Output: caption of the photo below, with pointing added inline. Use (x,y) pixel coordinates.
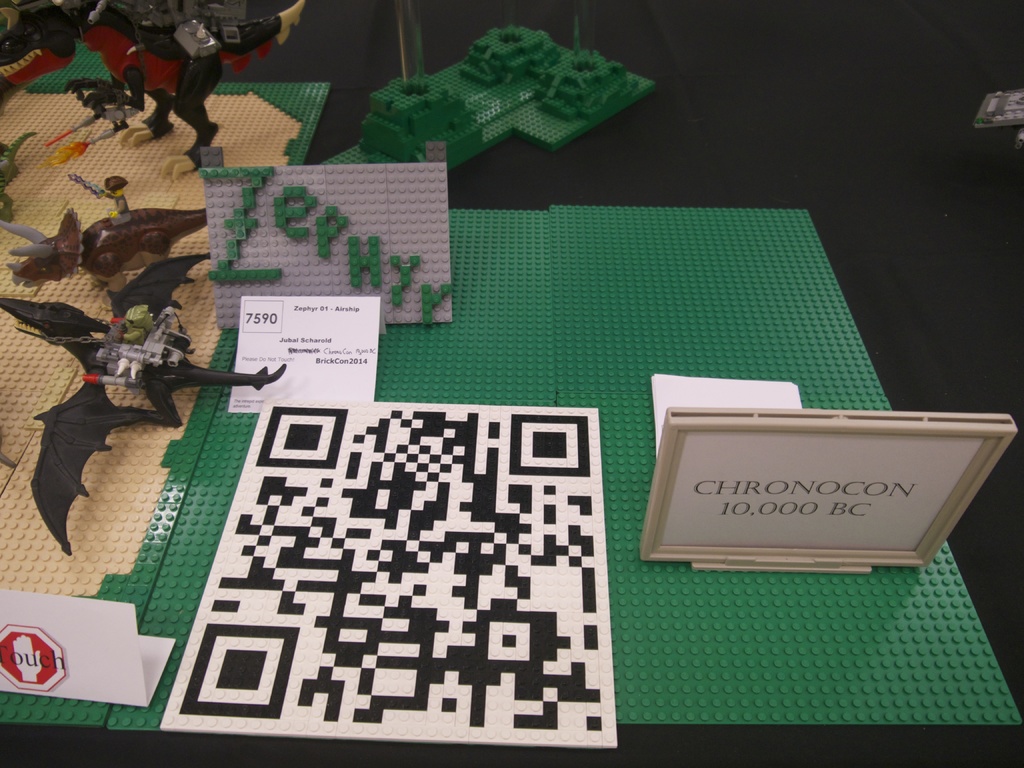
In this image I can see few toys (164,37), lego objects (580,302), few boards (690,411) on the black color surface (876,219). In front (397,553) I can see the qr-code (424,557).
